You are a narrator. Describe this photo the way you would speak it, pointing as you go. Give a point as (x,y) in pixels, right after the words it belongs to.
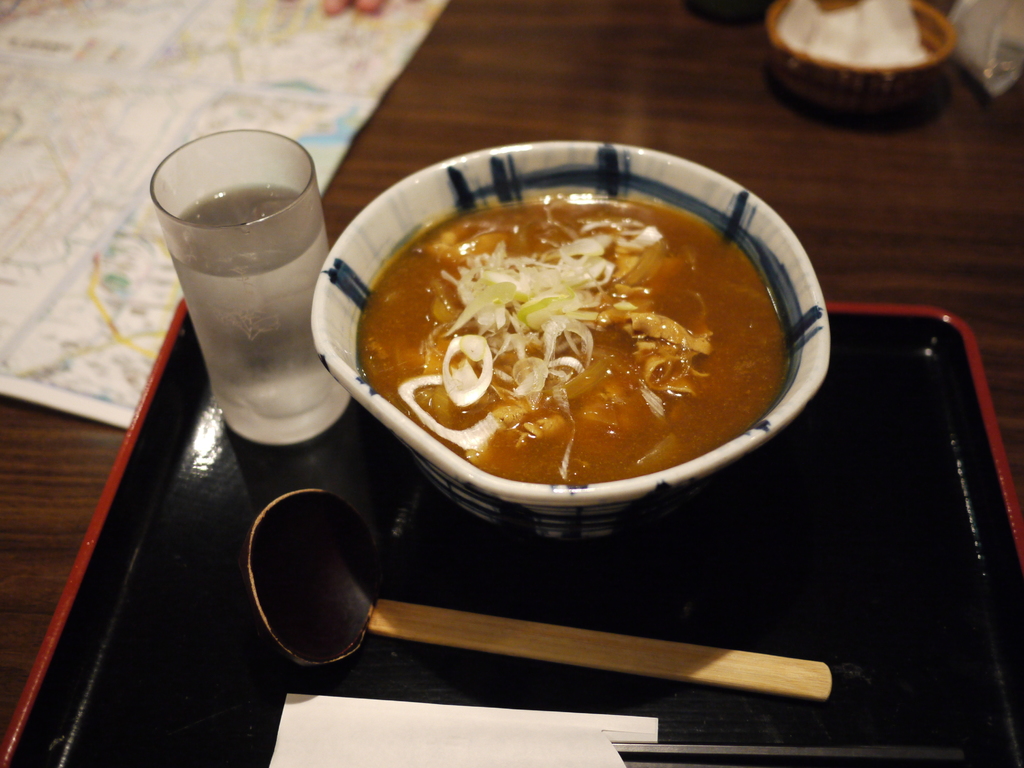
In the foreground of this image (379,709), on the tray (187,591), there is a glass (210,336), spoon (294,556), an envelope like an object (466,765), a bowl (586,331) with soup (649,213) and on the left top (151,92), there is a map (167,67). A basket (944,46) and few objects (972,37) on the top right corner (956,48).
